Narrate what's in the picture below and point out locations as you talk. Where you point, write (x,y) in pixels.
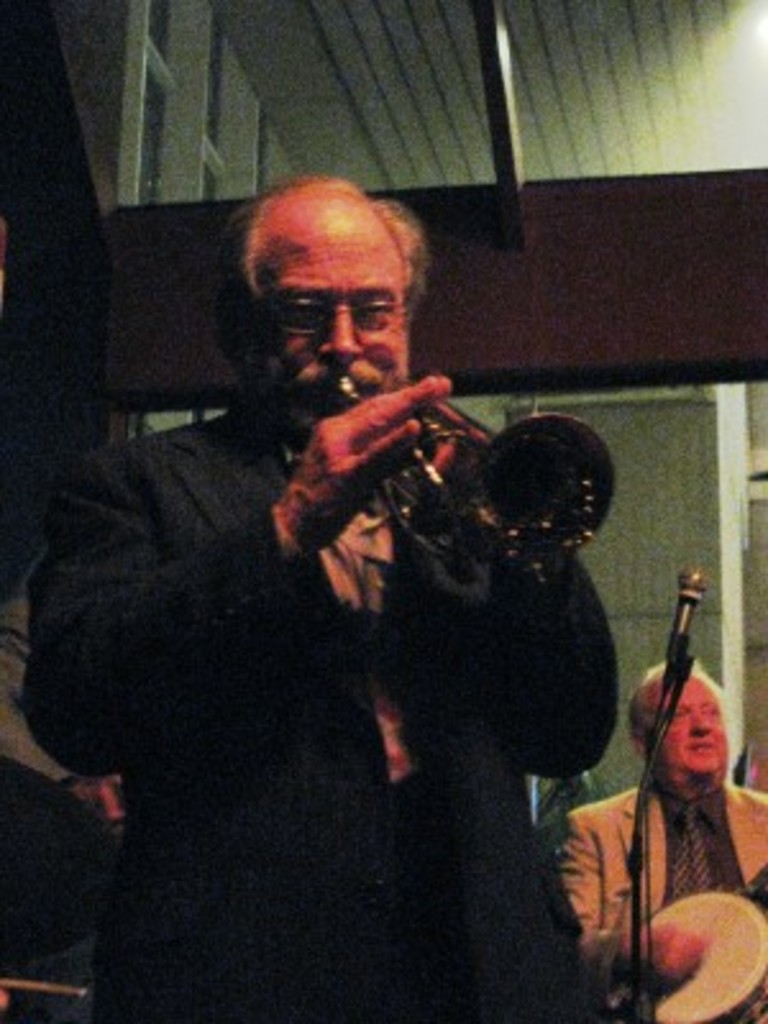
In this image there is a man (287,727) standing. He is playing a musical instrument (531,541). Beside him there is a microphone (637,842). Behind the microphone (632,953) there's a man (678,838) sitting. In the background (448,232) there is a wall (442,240). At the top (548,78) there is a ceiling (532,83).
